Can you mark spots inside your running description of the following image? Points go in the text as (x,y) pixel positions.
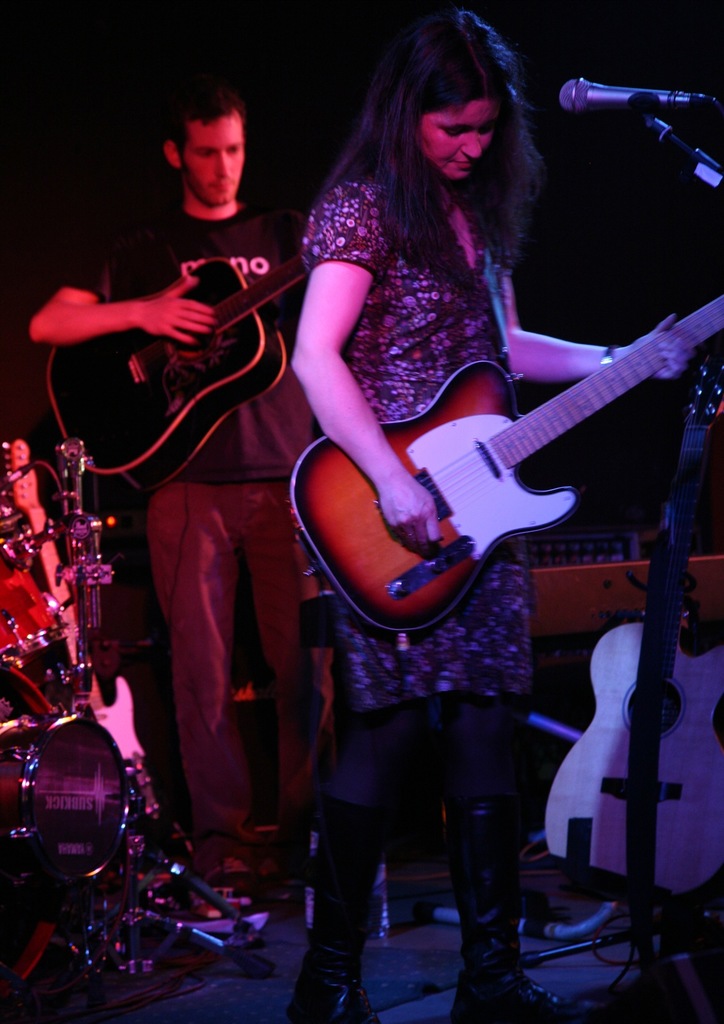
In this image I can see a man (198,118) and a woman (436,159) are standing. I can see both of them are holding guitars (218,268). I can also see a mic (654,92) and few more musical instruments (610,790).
